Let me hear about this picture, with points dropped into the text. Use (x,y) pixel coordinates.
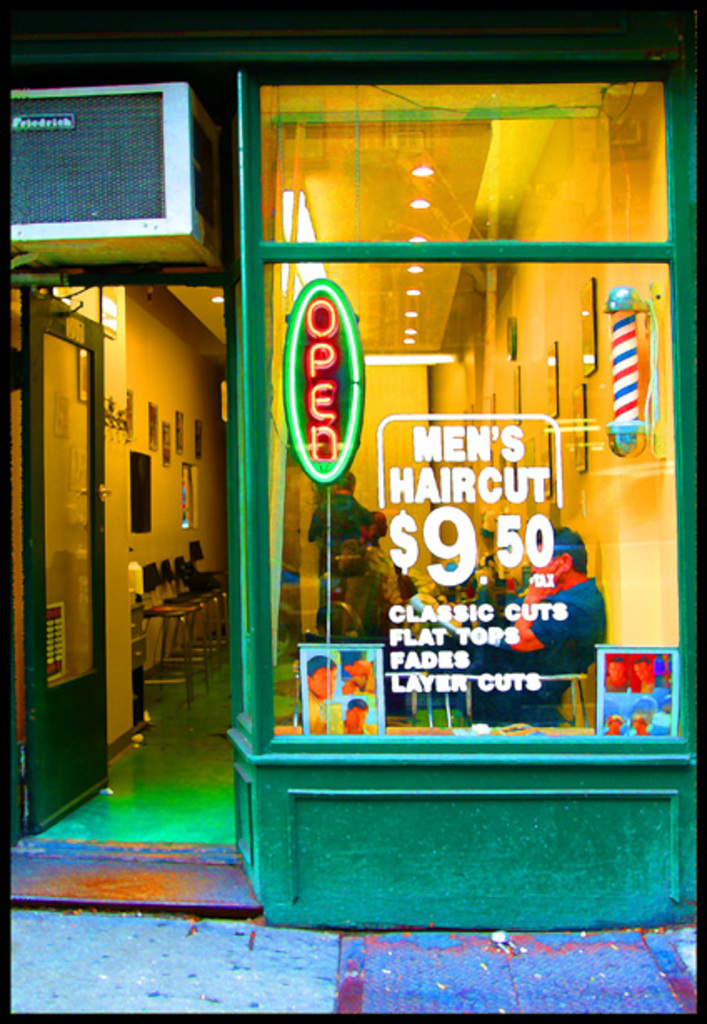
In this picture, we see the building (493,867). Here, we see a glass (382,475) on which some text (484,639) is written and we even see some posters (303,712) are posted. From the glass (439,542) we can see the people (490,656) sitting on the chairs (509,677) and we even see the empty chairs (178,604). On the left side (77,584), we see the door (84,636). Inside the buildings (162,515), we see a wall (178,489) on which photo frames (179,417) are placed. At the top (338,124), we see the ceiling (431,145) of the room (407,369).
